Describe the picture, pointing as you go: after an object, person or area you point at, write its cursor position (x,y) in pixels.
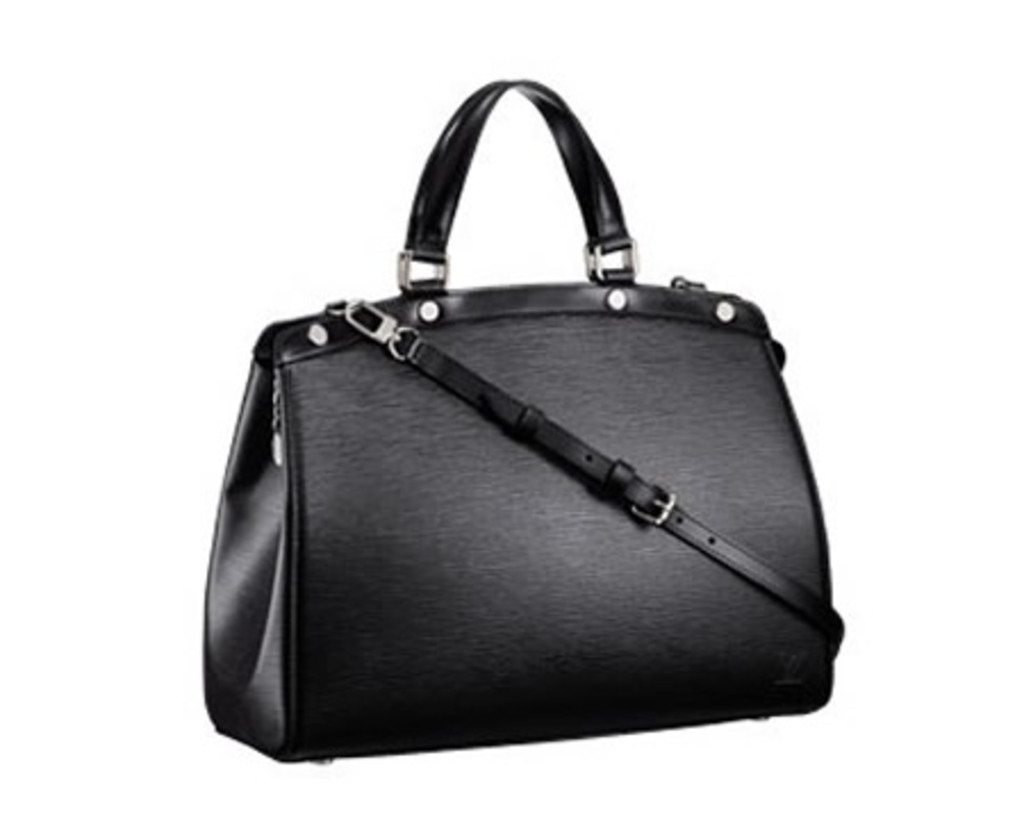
In this image in the center (407,424) there is one black handbag (649,438).
